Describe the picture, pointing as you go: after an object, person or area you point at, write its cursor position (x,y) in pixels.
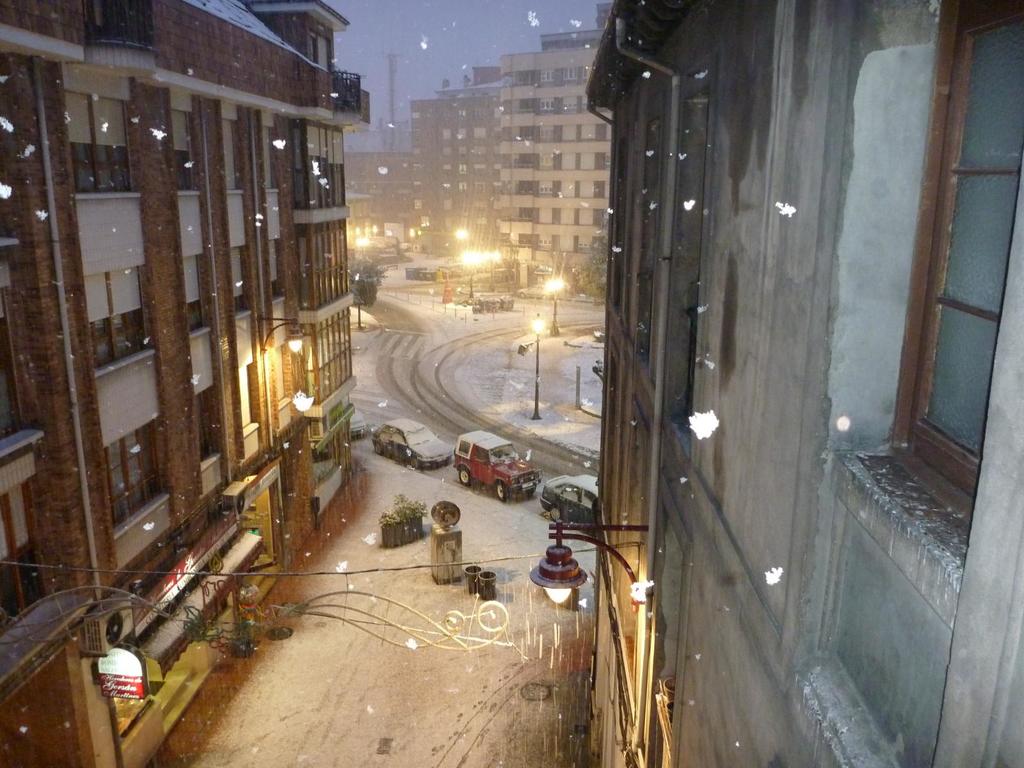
In this image I can see number of buildings (132,379), number of poles (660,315), number of lights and on the bottom left side of the image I can see two boards (178,594). On these boards (177,592) I can see something is written. In the centre of the image (579,501) I can see few vehicles (523,464) and few other things (400,531) on the ground (450,383). On the top side of the image (476,12) I can see the sky (451,64).
